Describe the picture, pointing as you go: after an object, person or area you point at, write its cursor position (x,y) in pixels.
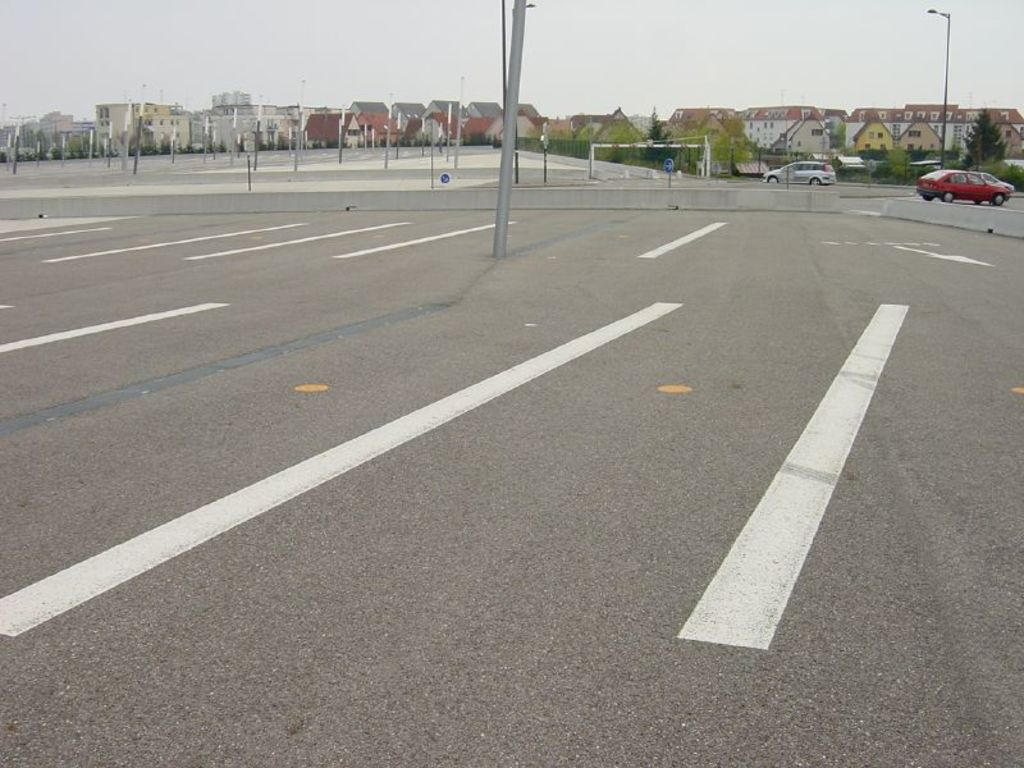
In this image we can see a parking area (459,317) with a pole (505,179). Near to that there is a small sidewall (632,207). In the back (889,170) there are vehicles (803,168), poles (129,128), trees (620,132), buildings (472,115) and sky (604,1). In the background (586,70) there is sky (699,73). Also there is a light pole (950,15).
